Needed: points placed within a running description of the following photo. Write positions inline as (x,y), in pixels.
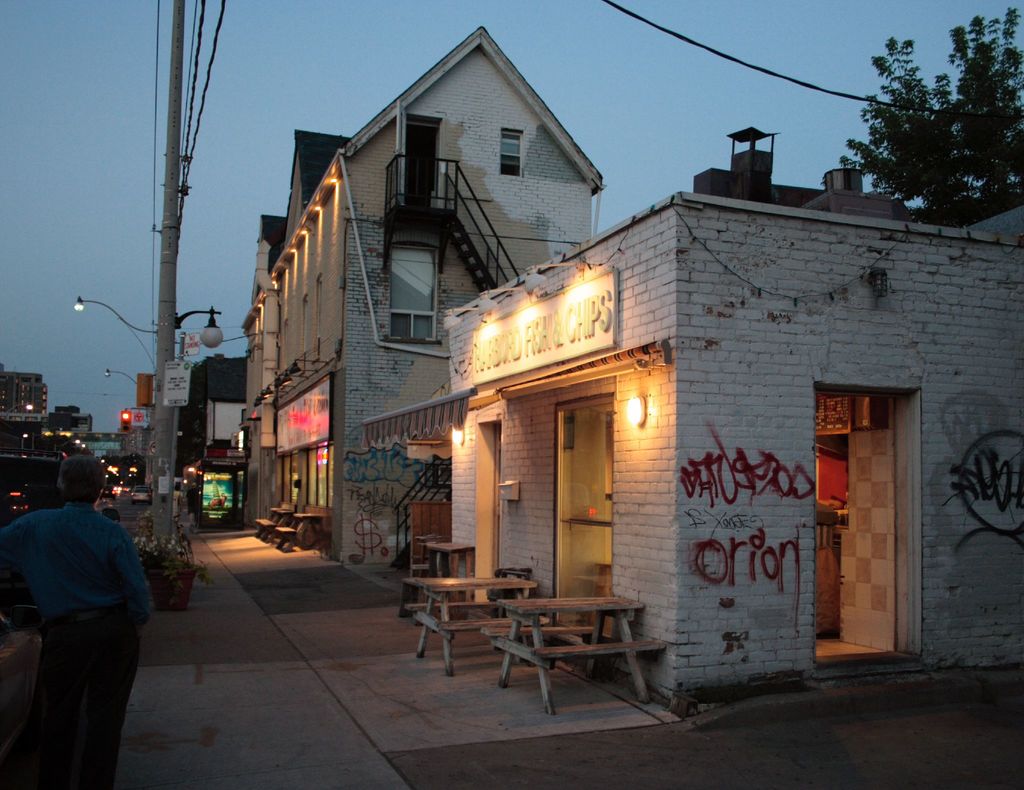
This person (73,561) standing. We can see bench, table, buildings (573,582), sky (714,102), tree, pole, light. This is plant (185,587).
